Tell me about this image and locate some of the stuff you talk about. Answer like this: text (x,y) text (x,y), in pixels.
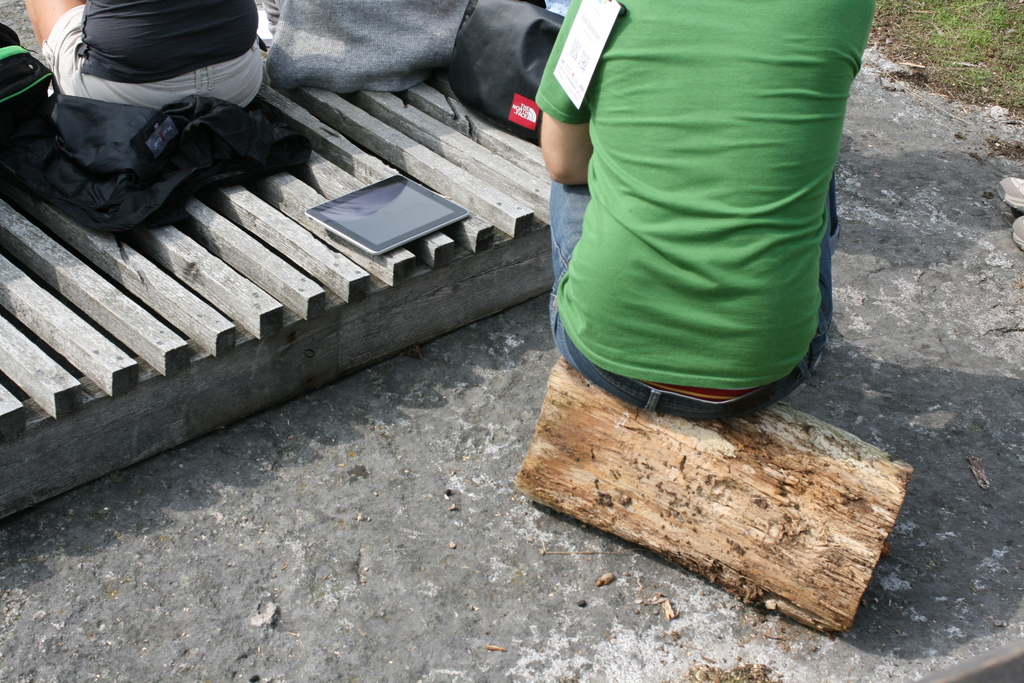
In this image I can see few people (349,37) sitting on the wooden object (56,417). These people (199,30) are wearing the different color dresses (252,29). I can see the bags (22,113) and some clothes (182,149) and also iPad (408,215) on the wooden object (239,271). To the side I can see the ground (880,78).
